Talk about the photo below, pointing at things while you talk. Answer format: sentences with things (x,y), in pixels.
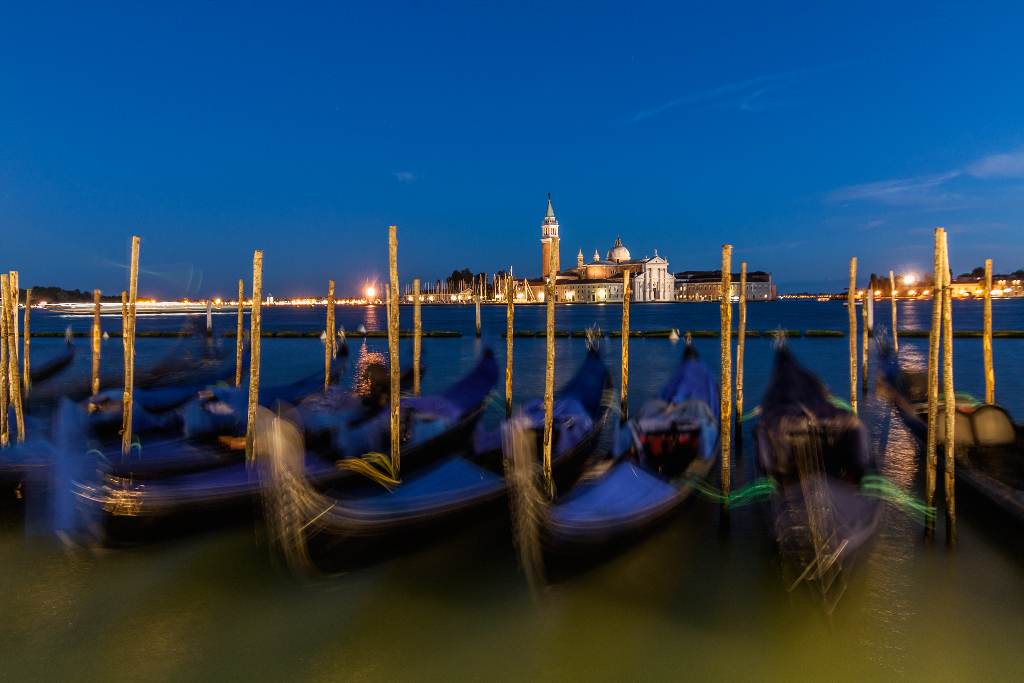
This image consists of boats (266,444). At the bottom (386,677), there is green water (532,646). In the middle (444,348), there is water (465,328). In the background (597,297), there is a buildings (591,288) along with light (736,297). At the top (416,131), there is sky (359,139).
